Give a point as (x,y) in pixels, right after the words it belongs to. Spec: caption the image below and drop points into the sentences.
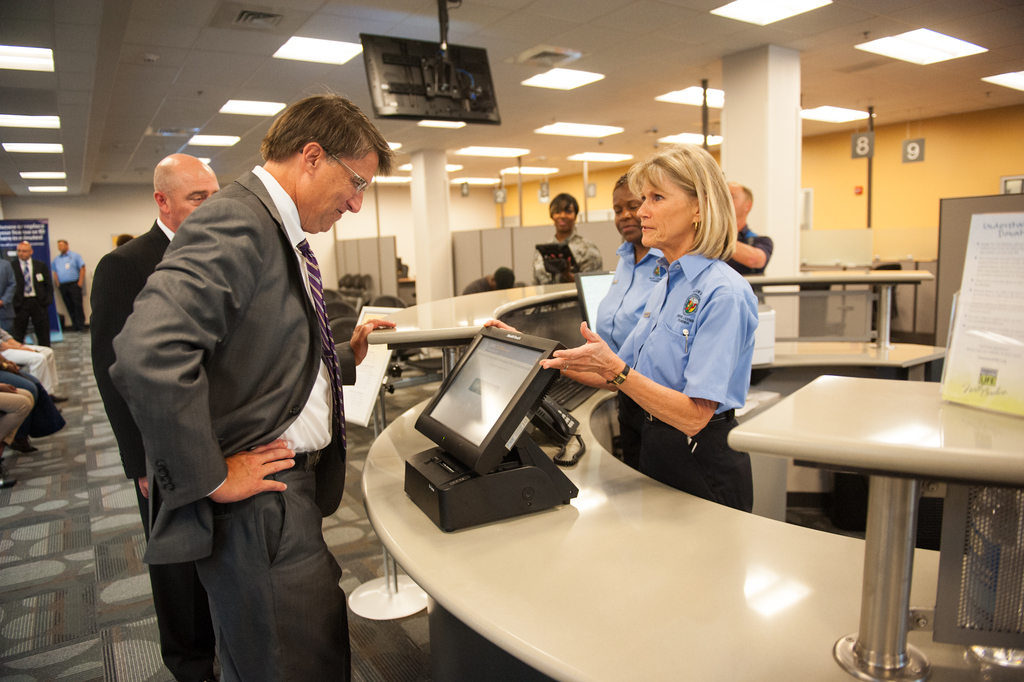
In this picture there is a grey coat guy (226,278) standing in front of the table (511,537) and looking at the computer (508,401). There are two ladies (622,336) on the other side of the table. One of them is looking at the man (330,183) and showing the computer (529,383) to him. There are many more people (570,218) in the background (563,218). One guy (205,191) is standing behind the grey coat guy (225,217). There is an LCD tv (413,89) mounted to the roof (505,103). There are many lights (257,109) attached to the roof (543,50).
